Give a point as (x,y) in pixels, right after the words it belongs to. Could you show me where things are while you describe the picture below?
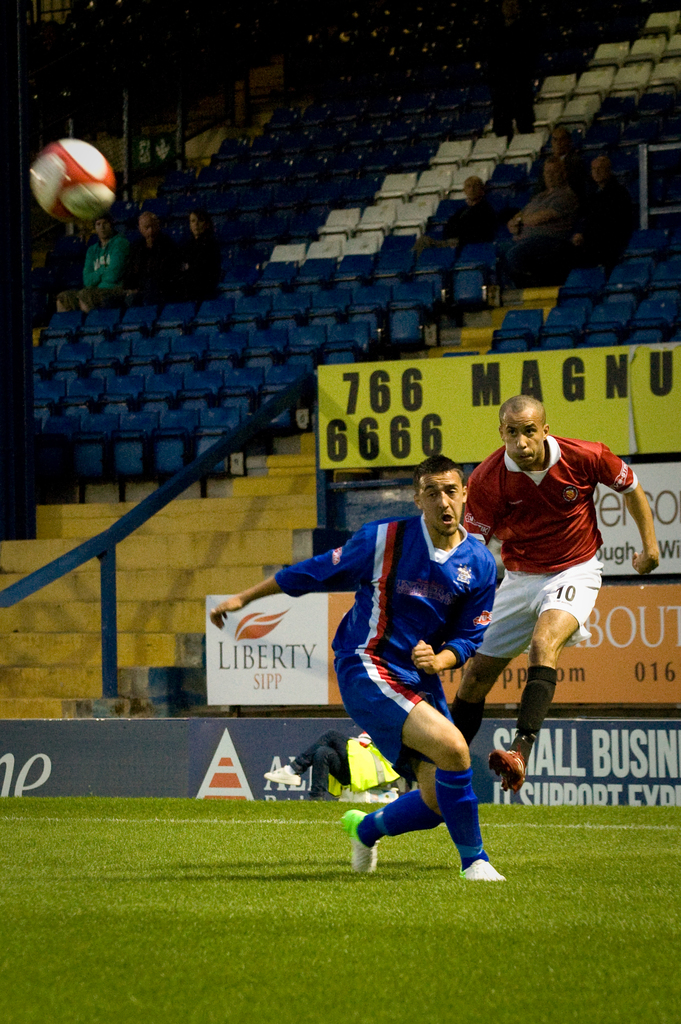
In this image we can see two people (432,631) running. At the bottom of the image (293,924) there is grass (148,895). To the left side of the image (106,204) there is football (108,190). In the background of the image (261,173) there are stands (269,177). There are people (468,183) sitting in stands (245,301). There are advertisement boards (632,560).
